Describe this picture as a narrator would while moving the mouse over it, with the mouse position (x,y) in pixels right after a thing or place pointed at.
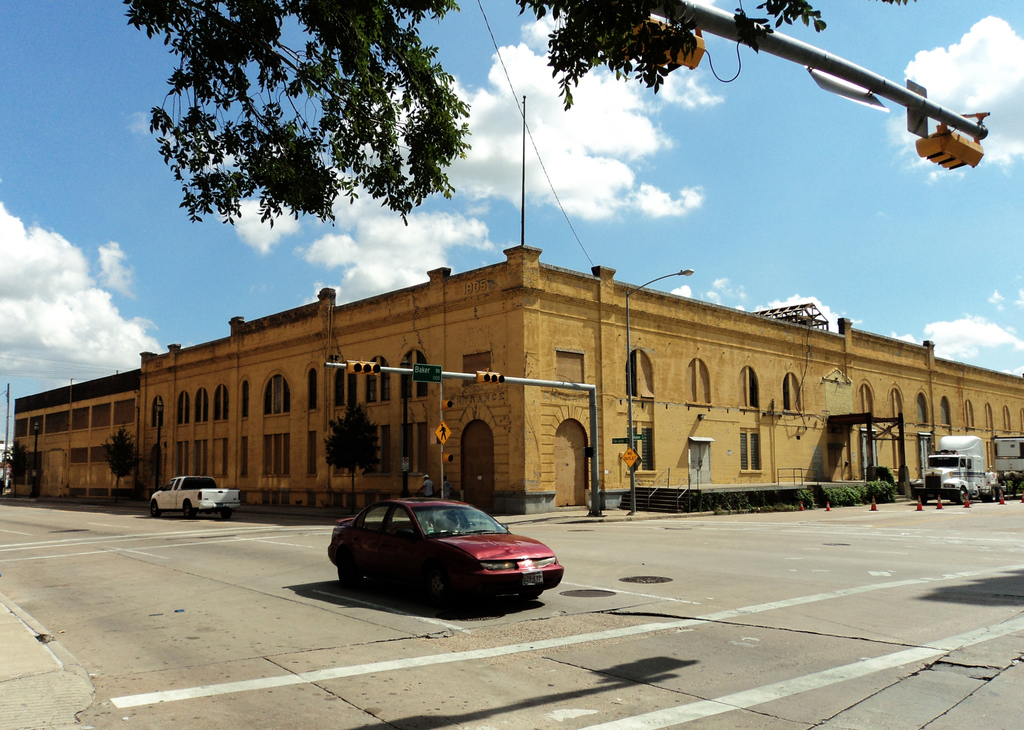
In the image we can see a building (685,426) and these are the windows (267,395) of the building (263,410). There are even vehicles (379,530) on the road (569,564), this is a road (569,564) and white lines (593,638) on the road (645,619), these are the road cones (922,506) and plant (865,494). This is a signal pole (869,82), light pole (629,426) and a cloudy sky (643,200).
